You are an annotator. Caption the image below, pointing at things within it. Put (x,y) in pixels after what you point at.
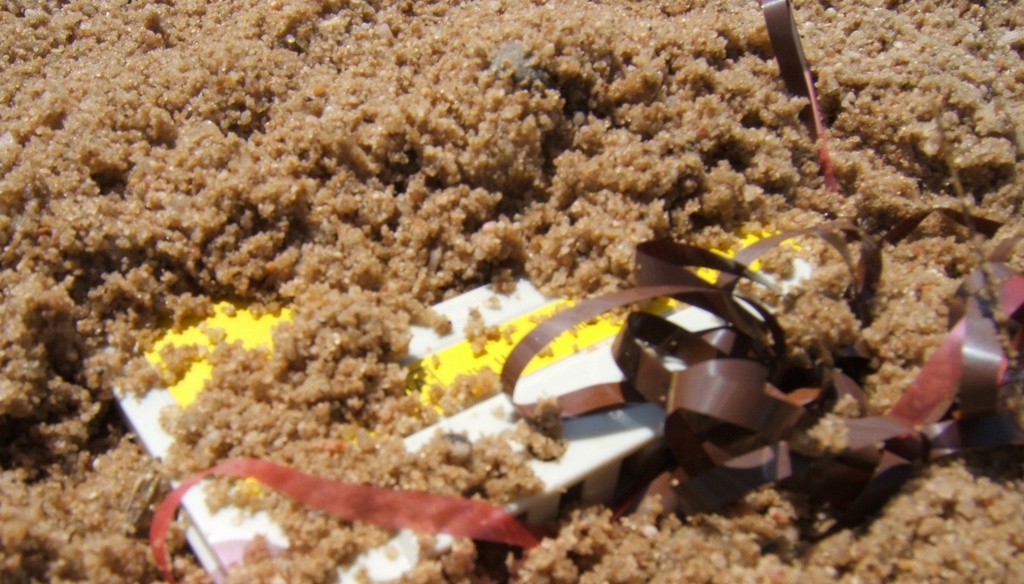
In this image I can see a brown color object (303,164) and I can see a white and yellow color box (508,350) inside. I can see a brown color ribbons (752,395).
